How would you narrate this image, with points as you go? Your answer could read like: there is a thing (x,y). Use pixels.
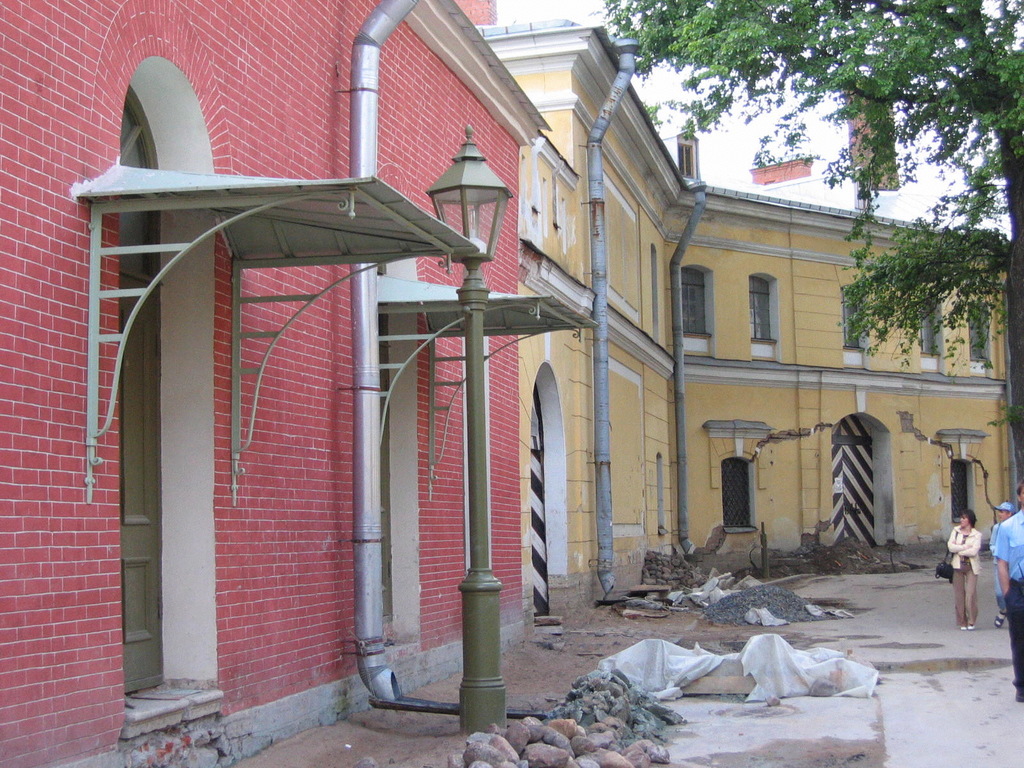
In this image there is a building (322,385), in front of the building (578,383) there are few pipes (605,423), attached to the wall (786,371) of the building (748,378), there is a street light pole (479,574), stones (588,718) visible in front of the building (925,483), on the right side (967,101) there is the tree (896,168), the sky (678,126), few people (1015,525) visible on the road (929,669).
